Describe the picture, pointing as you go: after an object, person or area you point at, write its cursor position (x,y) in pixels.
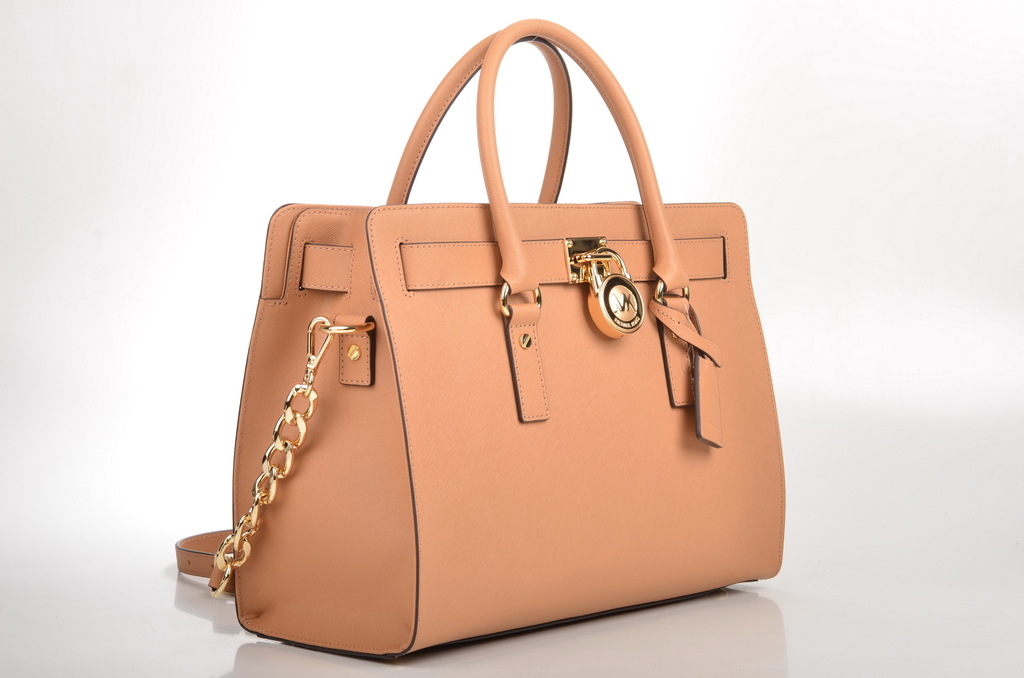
In this picture we can see a bag (677,230) with chain (231,537), lock (597,289), straps (664,345) and this bag (441,432) is placed on a floor (84,613).
